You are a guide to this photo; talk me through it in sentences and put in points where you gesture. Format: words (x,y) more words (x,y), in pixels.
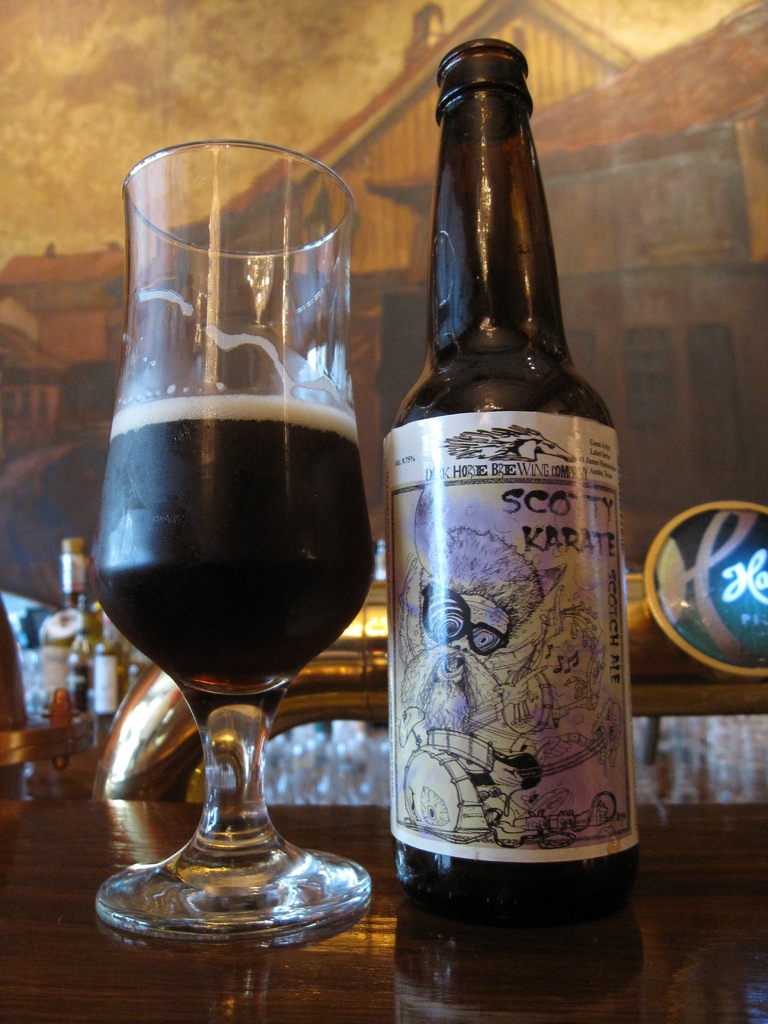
In this Picture we can a beer bottle (540,590) on the top of the table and half filled glass of beer (246,492) beside it. Behind There is wall paper (643,177) in which house (581,138) and hut (586,294) are printed and in front golden railing pipe (173,712).
